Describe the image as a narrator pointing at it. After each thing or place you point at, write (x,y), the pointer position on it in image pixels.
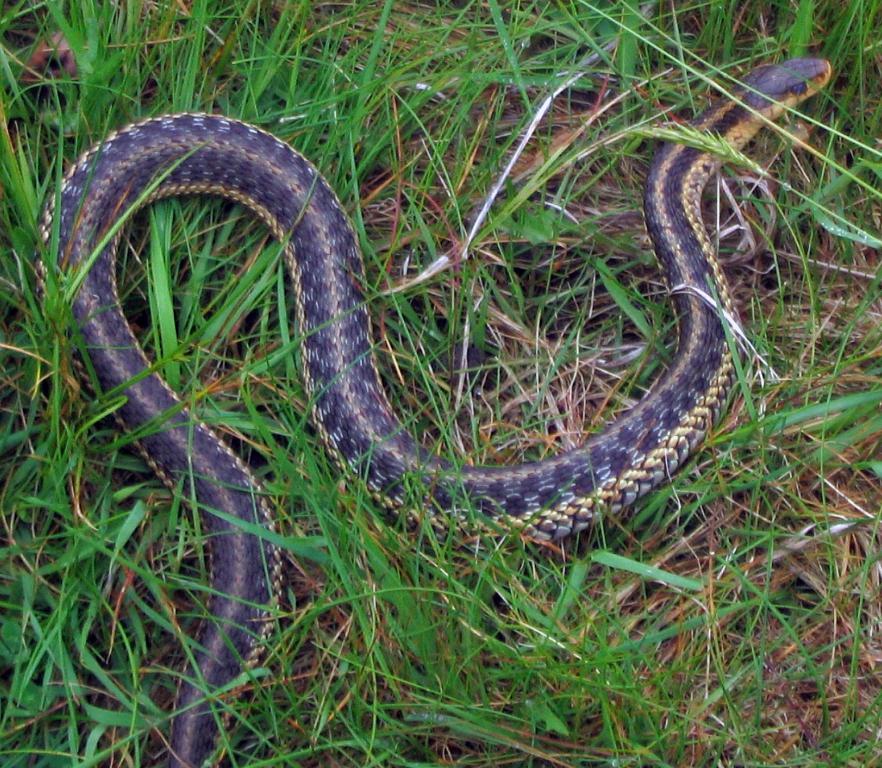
In this image I can see a snake (530,493) which is in black and cream color, and I can also see grass (413,140) in green color.
